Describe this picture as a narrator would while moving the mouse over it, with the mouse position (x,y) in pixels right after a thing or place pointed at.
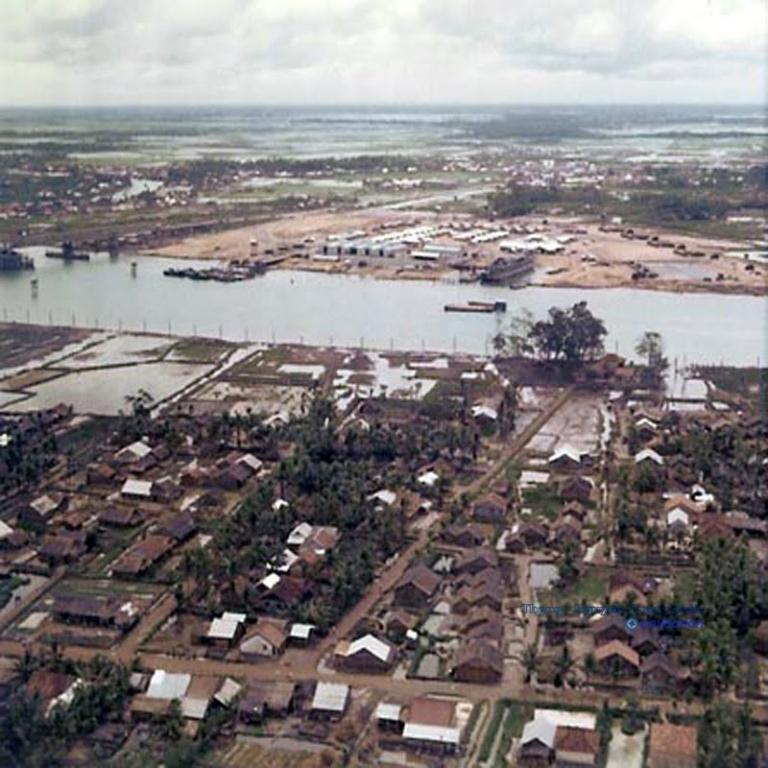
There are roads (307,652), houses (321,699) which are having roofs (136,562), trees (415,476) and plants (102,683) on the ground (219,749) near a river (388,309). Outside the river (342,282), there are buildings (344,244), trees (692,222) and plants (658,195) on the ground (274,193) and there is water (598,129) on the ground (407,127). In the background (646,25), there are clouds (279,13) in the sky (120,75).
